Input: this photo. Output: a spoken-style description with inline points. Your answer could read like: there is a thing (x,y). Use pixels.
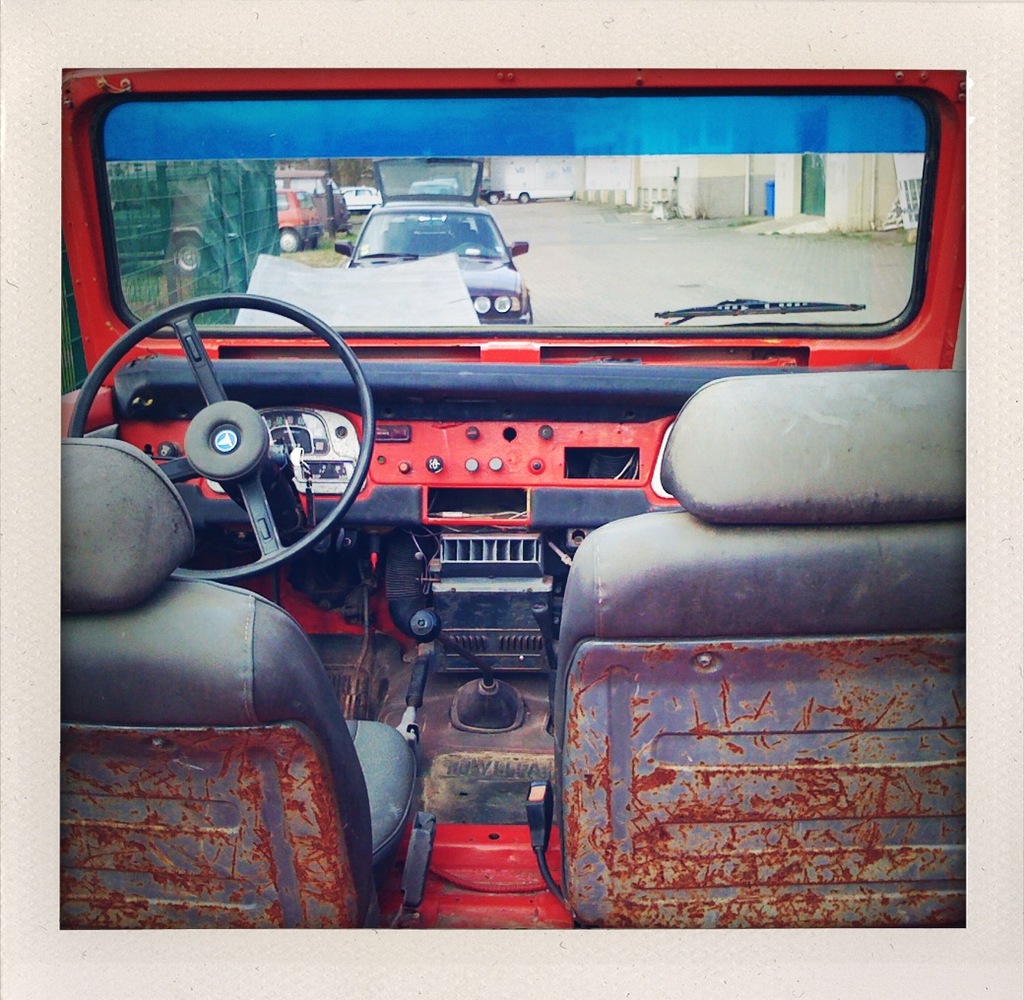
In this image we can see photograph (314,267) on a album page (850,49). In the photo (402,497) we can see a vehicle (318,506) and through its windshield (283,280) we can see vehicles (491,298) on the road (593,212), buildings (855,159), door (818,159), pipes (873,166) on the wall (848,184) and objects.
